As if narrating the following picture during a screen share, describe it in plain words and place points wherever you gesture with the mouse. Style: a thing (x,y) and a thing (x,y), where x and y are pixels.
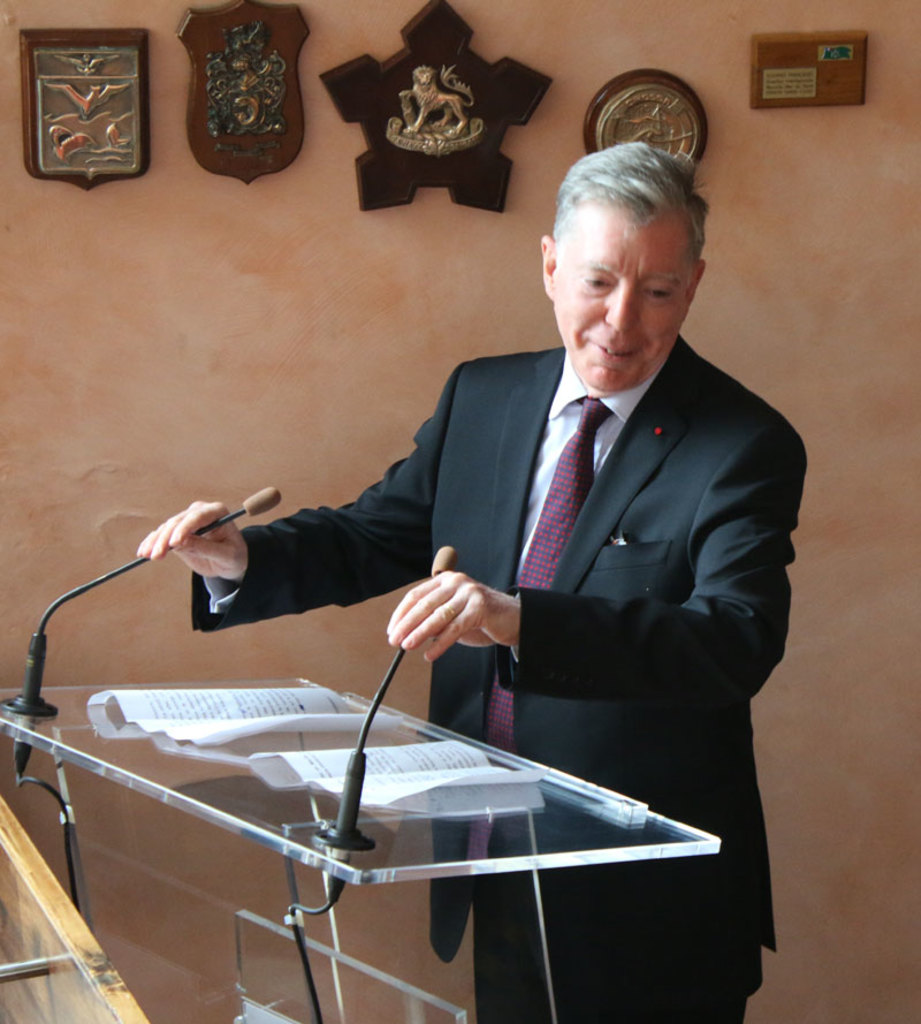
In this image the person (573,520) is standing in front of the podium (391,843). On podium (383,829) there is a mic (356,790) and a papers (454,763). At the back side (368,109) there are some frames (430,151).
